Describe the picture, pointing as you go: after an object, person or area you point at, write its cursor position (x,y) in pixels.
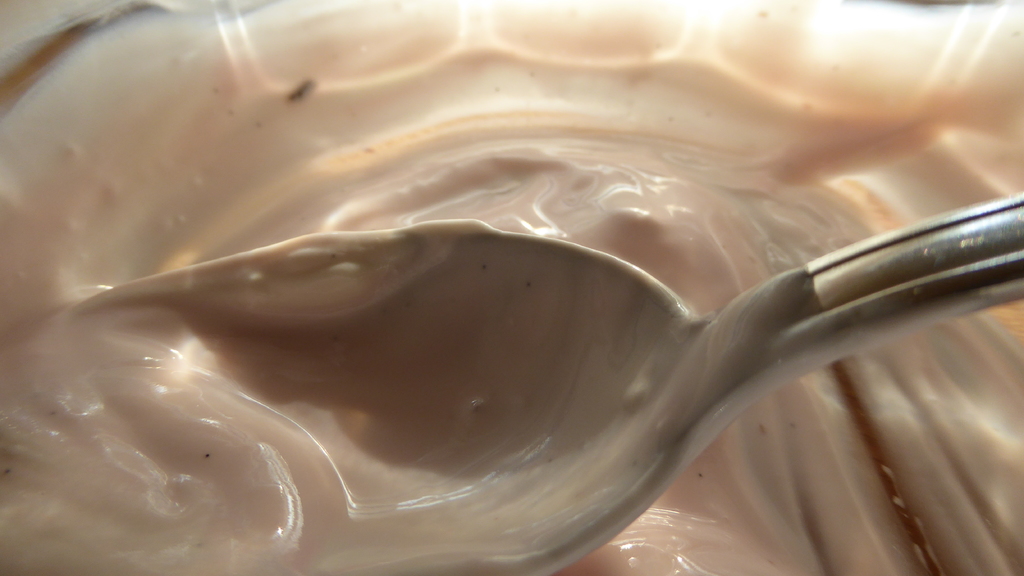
There is a steel spoon (527,377) partially in the cream (726,295). And the background (199,71) is cream in color.
